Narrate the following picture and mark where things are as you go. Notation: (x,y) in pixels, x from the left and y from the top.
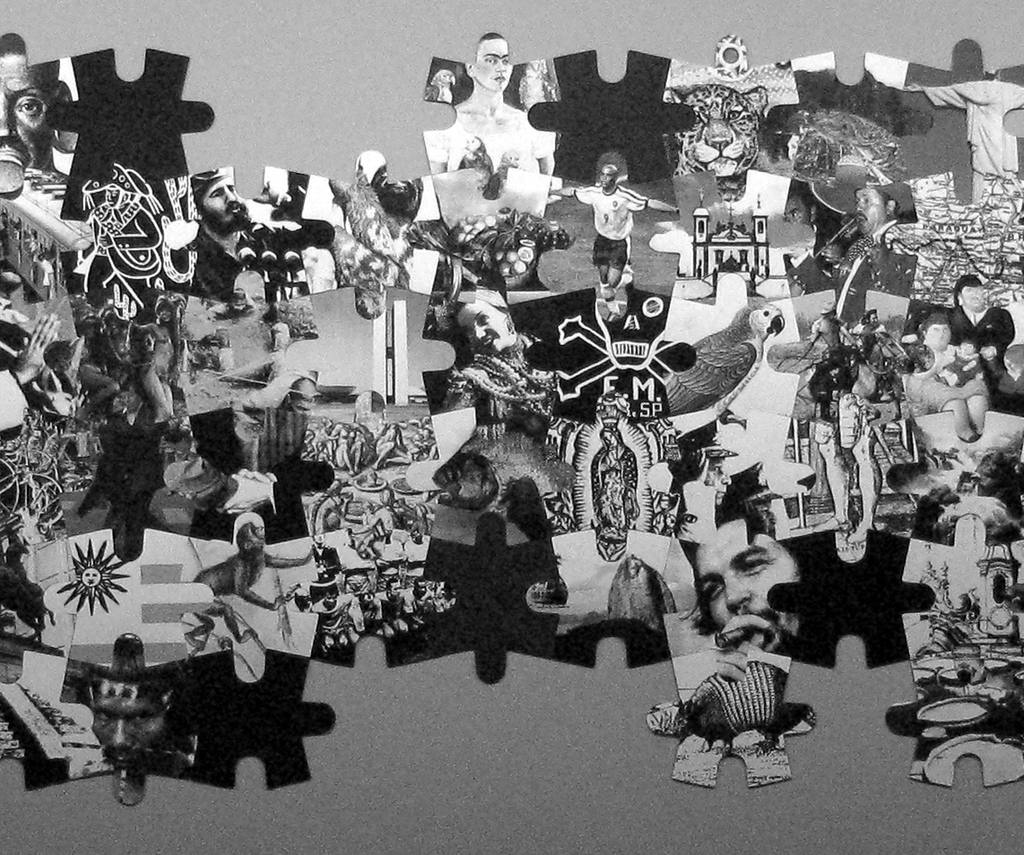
This is a black and white image. Here we can see a puzzle (352,449) and on it there are images (398,395) like persons (246,500), animals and some other things (158,622).
